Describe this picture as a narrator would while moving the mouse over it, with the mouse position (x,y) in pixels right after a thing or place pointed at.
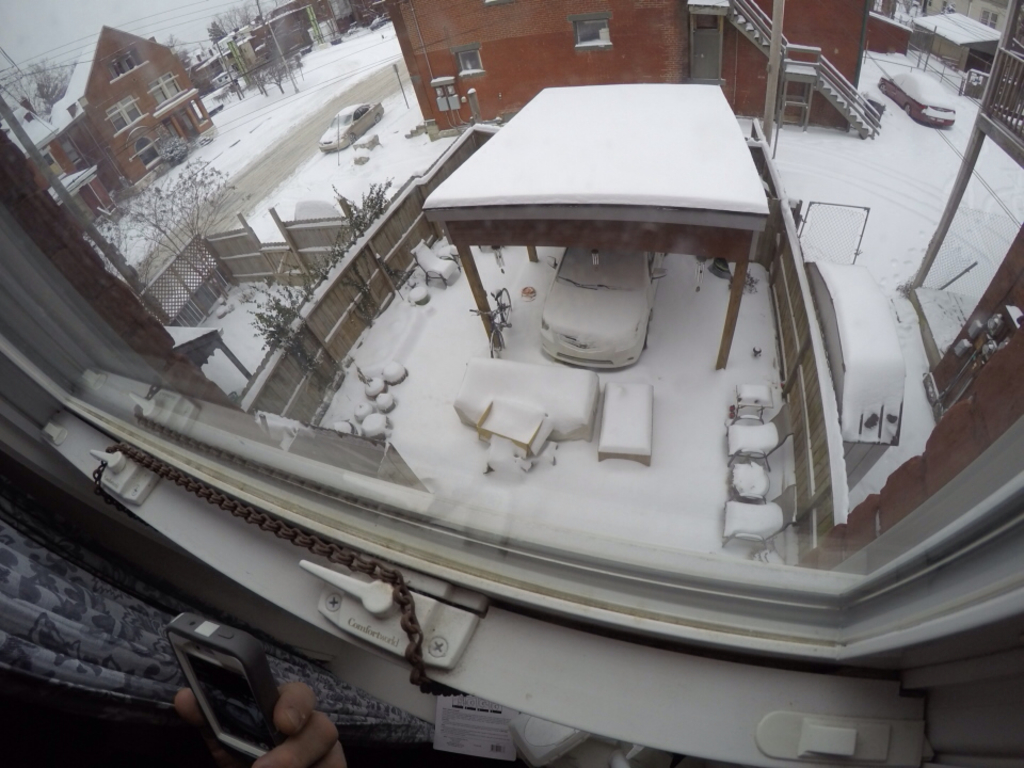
In this image, we can see a person's hand (275,753) who is holding a device (218,643) and in front of the person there is a window (746,610) and also a curtain (47,563). Behind the window (414,473), there is a shed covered with snow (514,162) and a car (626,340) is parked in that shed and the ground (334,97) is completely covered with snow (323,109). There are houses (459,90) with snow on them and few cars (347,112) parked on the road (309,197).
